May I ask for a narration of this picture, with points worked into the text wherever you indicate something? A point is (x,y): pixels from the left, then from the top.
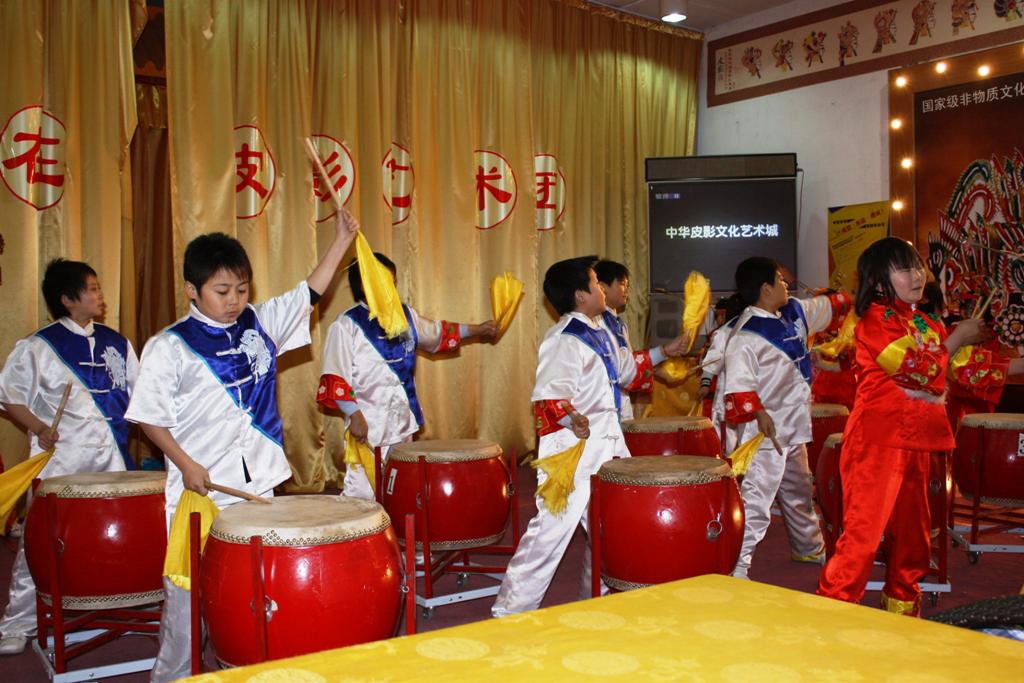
in this picture there are group of people (402,353) who are playing musical instrument (283,569) and holding a yellow cloth (391,324) in their hands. There is a yellow curtain (583,181), some lights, and screen (697,236) at the background (723,277). There is a yellow curtain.
